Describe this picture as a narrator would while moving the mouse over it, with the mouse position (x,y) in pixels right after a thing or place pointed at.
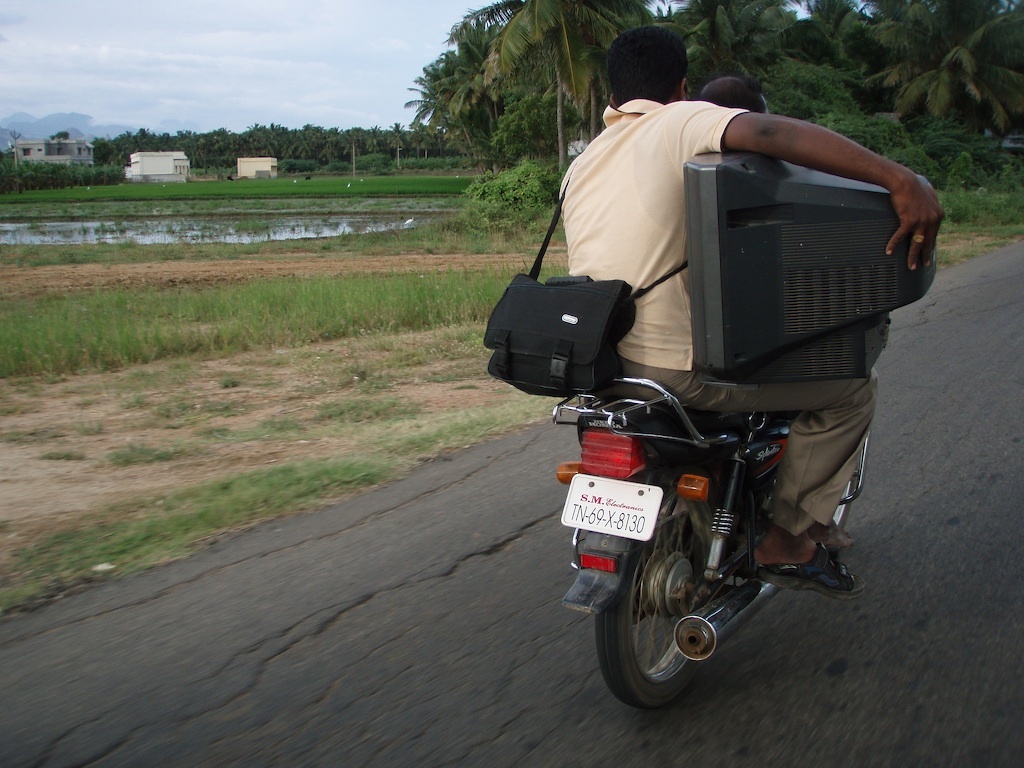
Two people (654,315) are travelling on a bike (772,471) by holding a T. V (824,363). in their hands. On the left (253,228) there are trees (512,131), water (242,236), sky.
